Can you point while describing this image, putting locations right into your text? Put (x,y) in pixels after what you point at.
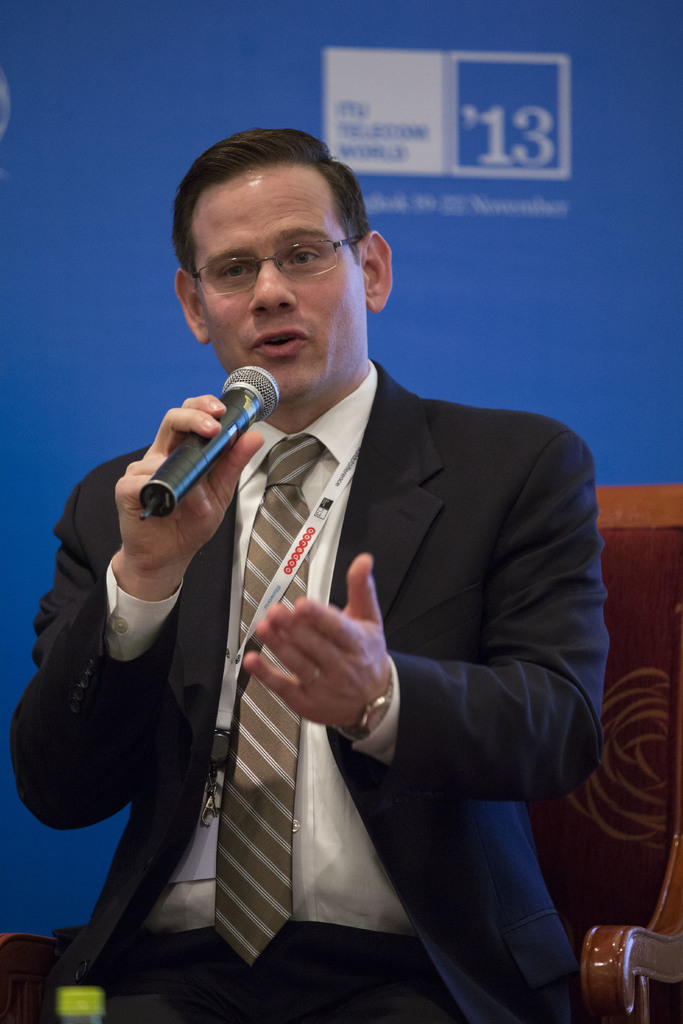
A man (239,632) is sitting on the chair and he is talking on the microphone (193,464).
